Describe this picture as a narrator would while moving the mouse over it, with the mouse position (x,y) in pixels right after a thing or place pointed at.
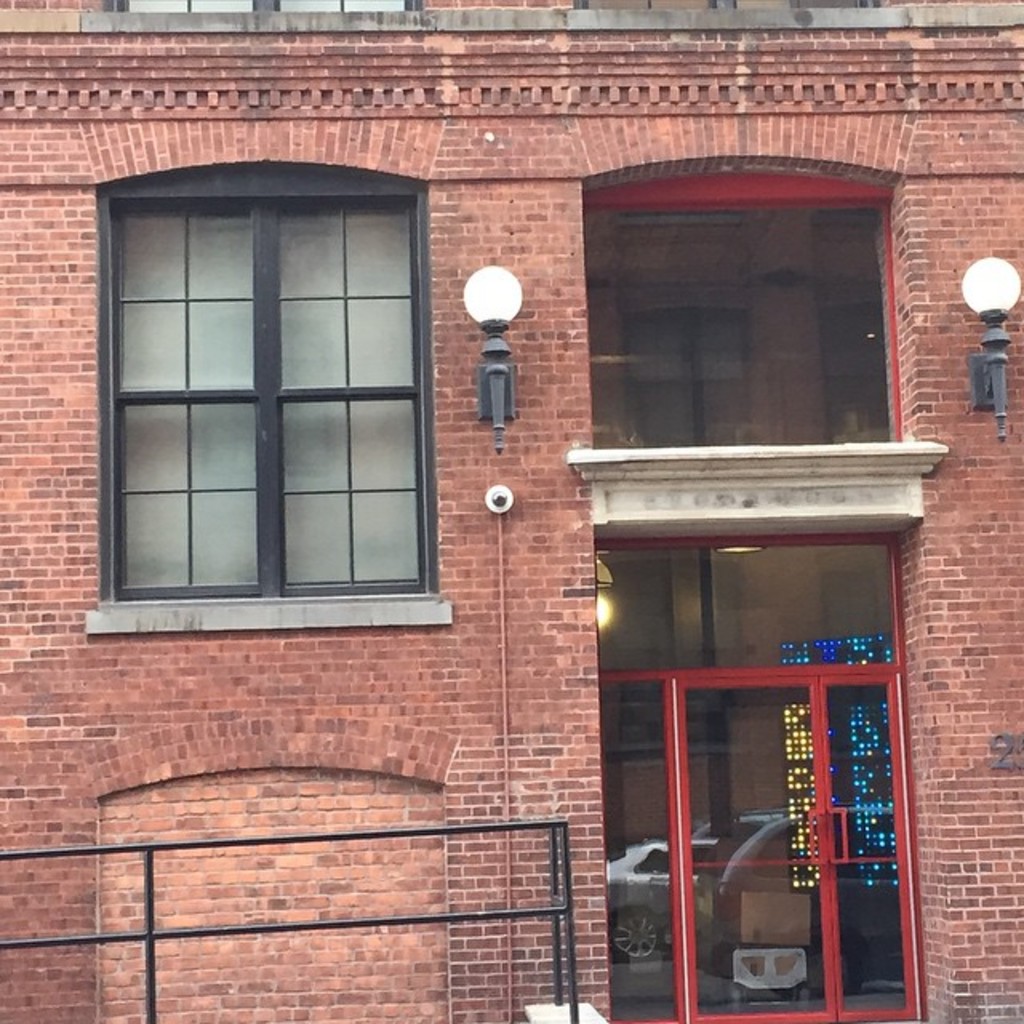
In this picture i can see building (455,676) on which i can see window (265,538), lights (494,350) and glass door (743,839). I can also see vehicles (729,905) and buildings (468,670).
